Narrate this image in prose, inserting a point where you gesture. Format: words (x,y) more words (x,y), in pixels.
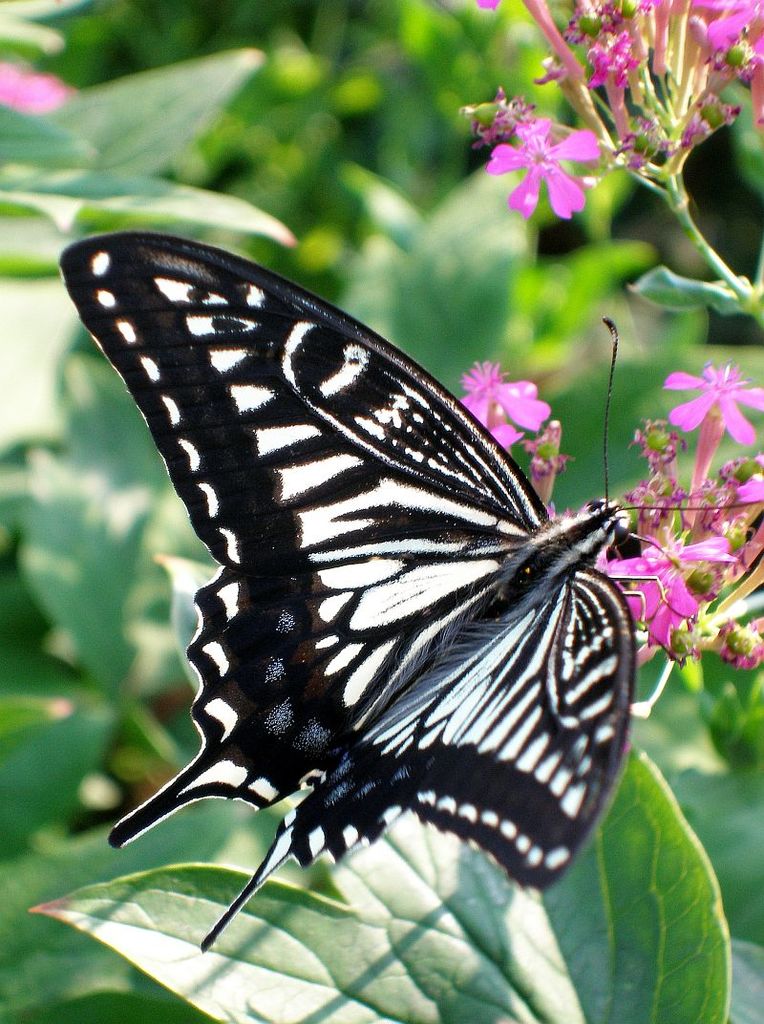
We can see butterfly (422,453), flowers (501,437), buds (493,134) and green leaves (605,896). In the background (197,134) it is blur and green.
